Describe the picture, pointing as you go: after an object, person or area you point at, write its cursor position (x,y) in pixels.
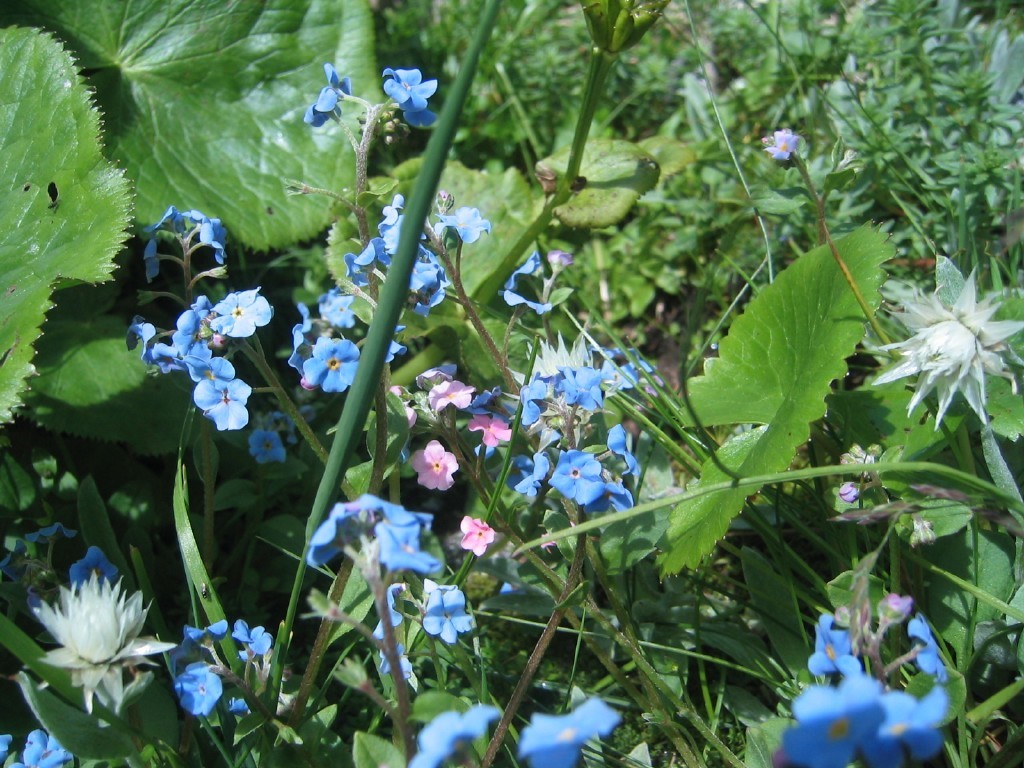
In the image there are flower plants (470,408) in the middle (393,257) with many plants (171,277) all around it.
